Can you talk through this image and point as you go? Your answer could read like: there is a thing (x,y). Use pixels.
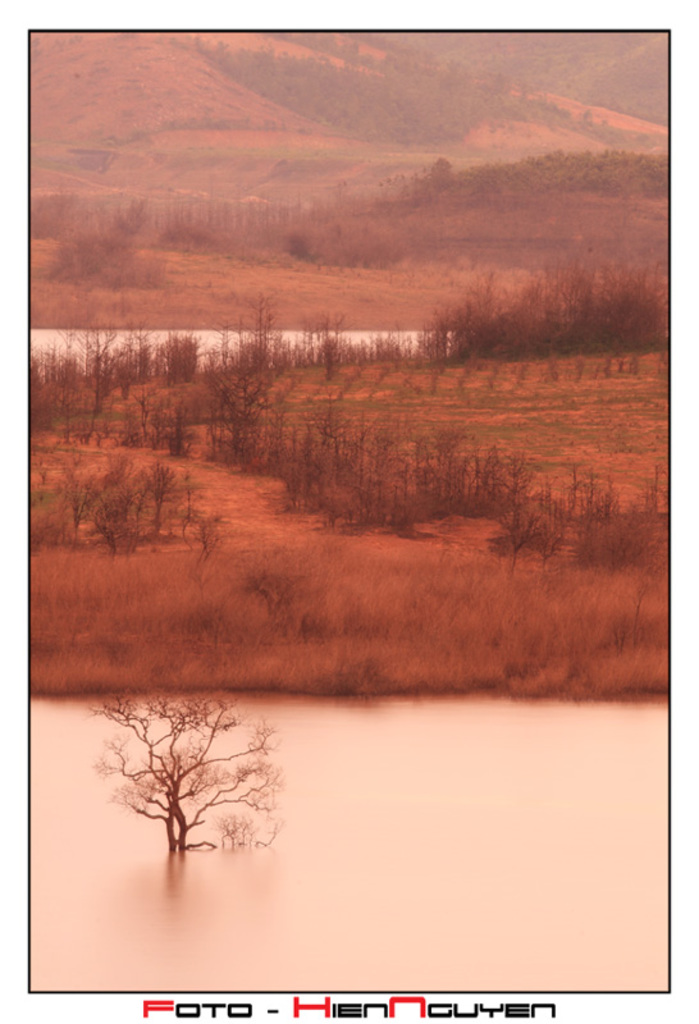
In this image, we can see some grass (358,541) and plants (510,500). We can also see some water (454,706) and a plant (194,718) in it. We can also see hills (254,77).
